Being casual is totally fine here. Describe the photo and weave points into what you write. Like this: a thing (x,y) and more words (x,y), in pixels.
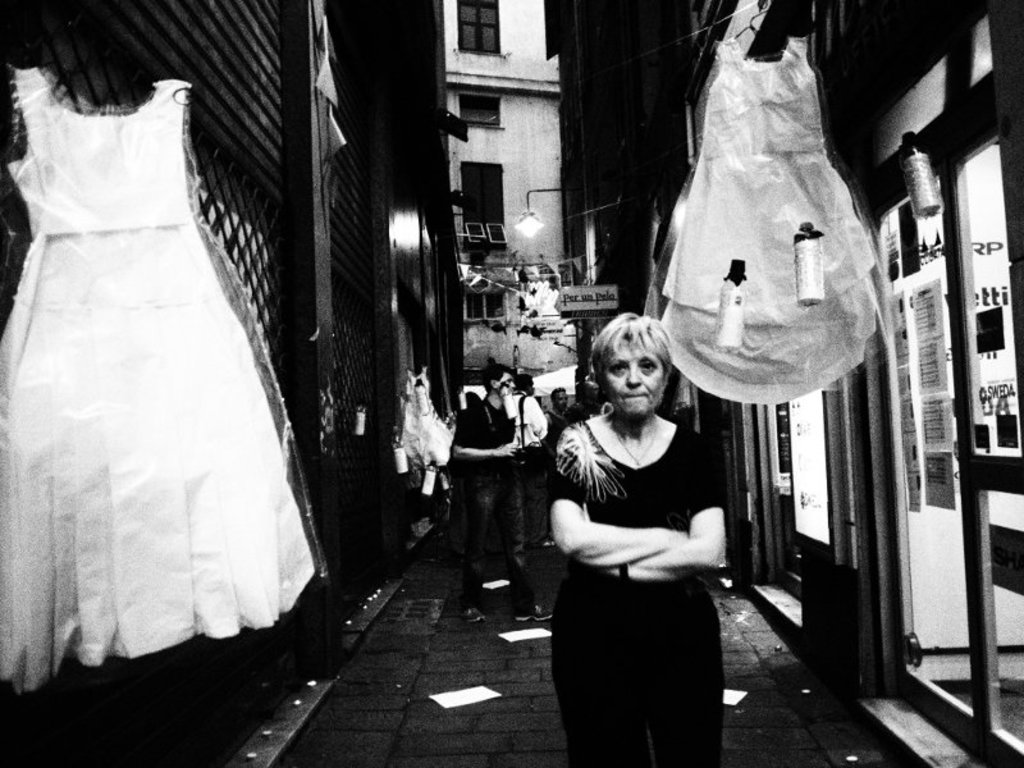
This is a black and white image, in this image there are people (513,505) standing on a pavement (422,749), on either side of the pavement (453,628) there are shops (607,291).
